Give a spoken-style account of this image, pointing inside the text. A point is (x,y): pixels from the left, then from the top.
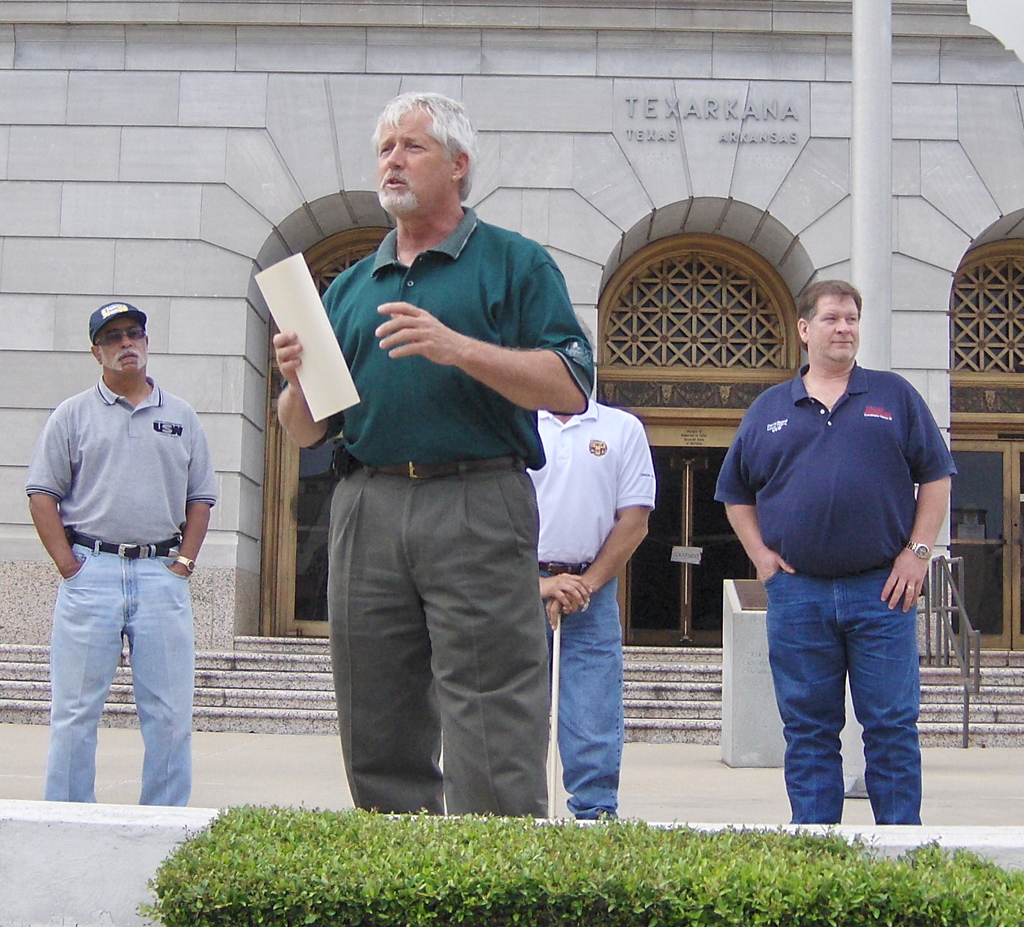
In this image we can see people (448,602). A person (488,442) is speaking and holding an object (326,347). There are few plants (663,876) at the bottom of the image (644,907). There is a building (709,589) and it is having few doors (677,598). There are staircases (667,695) in the image. There is some text (709,108) on the building (804,115).
